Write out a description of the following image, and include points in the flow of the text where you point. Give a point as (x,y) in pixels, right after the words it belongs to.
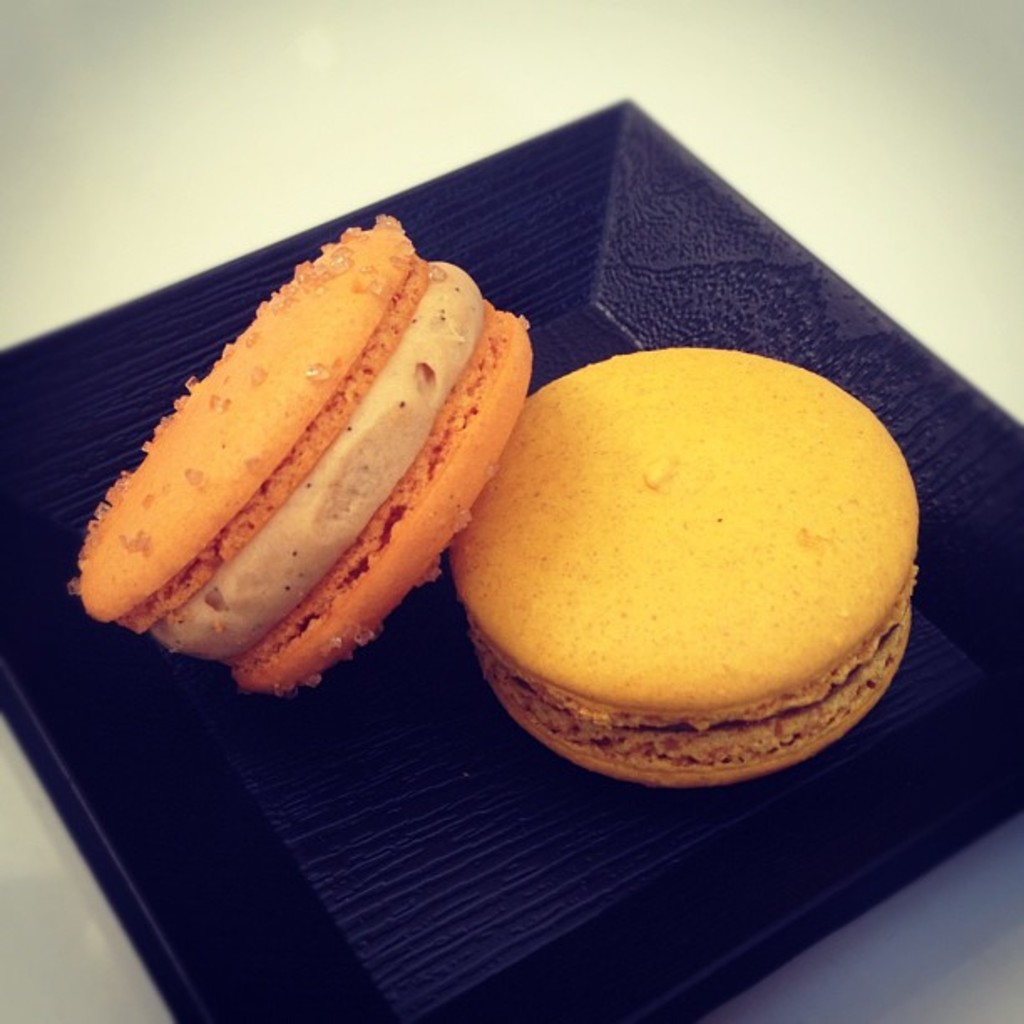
The picture consists of macarons (225,536) served in a plate (988,656). The plate (123,859) is placed on a table (894,162).
